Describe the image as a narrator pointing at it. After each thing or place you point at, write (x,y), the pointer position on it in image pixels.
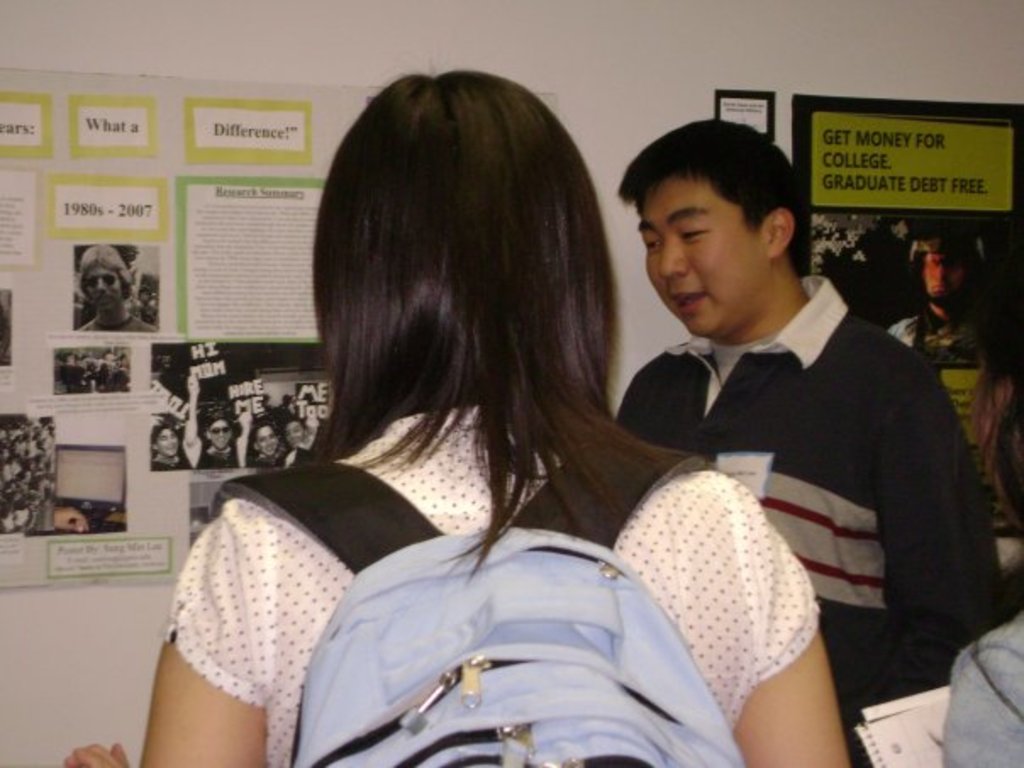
In this image there are some people (739,303) who are standing and in the background (78,214) there is a wall (128,666), on the wall (112,699) there are some posters (842,140). On the posters (197,195) there is some text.
